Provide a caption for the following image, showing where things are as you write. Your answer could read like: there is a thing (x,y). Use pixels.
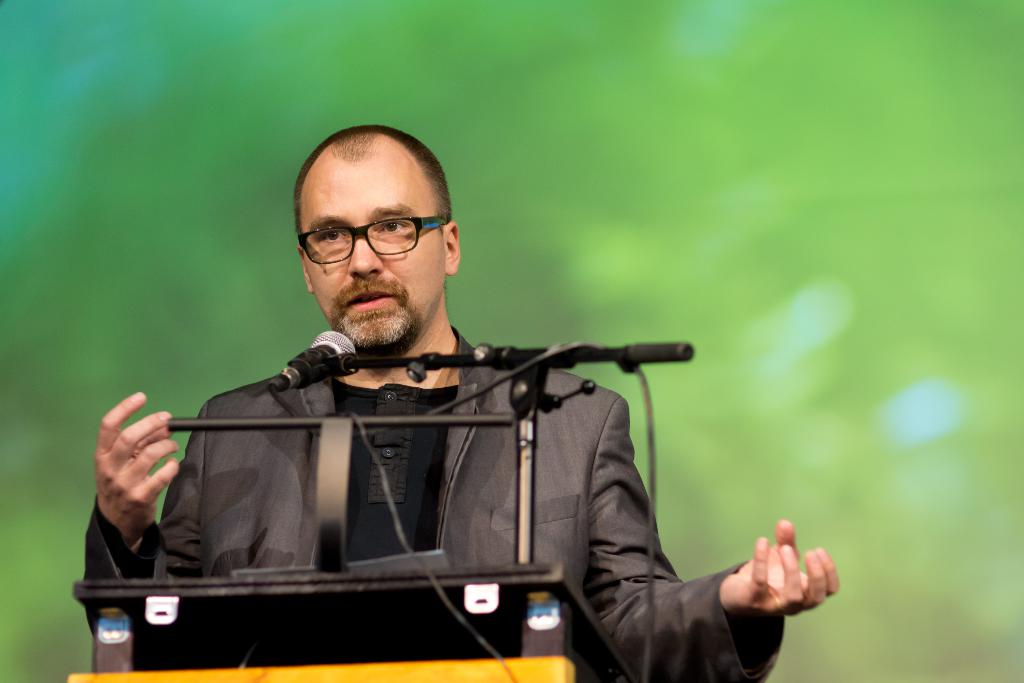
In the center of the image (411,323), we can see a person (372,307) wearing glasses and a coat (464,469) and we can see a mic (317,374) and a stand (519,537) on the podium (311,590) and the background (898,456) is not clear.
